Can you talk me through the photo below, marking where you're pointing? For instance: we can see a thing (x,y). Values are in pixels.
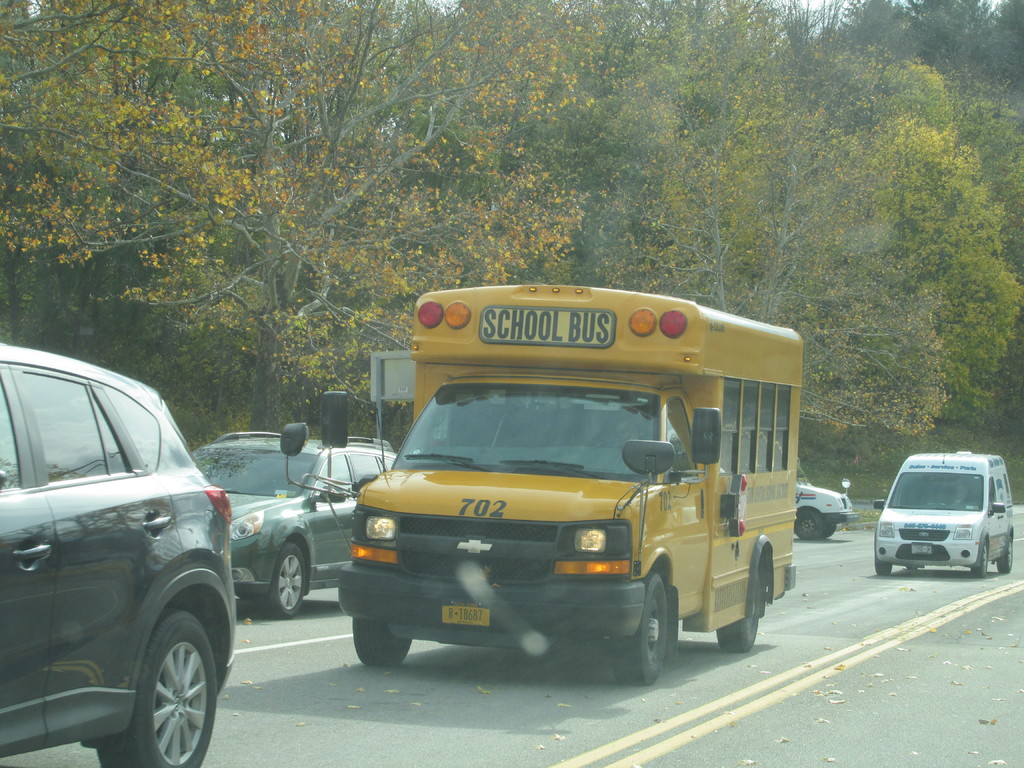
In this image I can see number of vehicles (19,693) in the background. I can also see road (316,714) and number of vehicles (504,448) on it.
